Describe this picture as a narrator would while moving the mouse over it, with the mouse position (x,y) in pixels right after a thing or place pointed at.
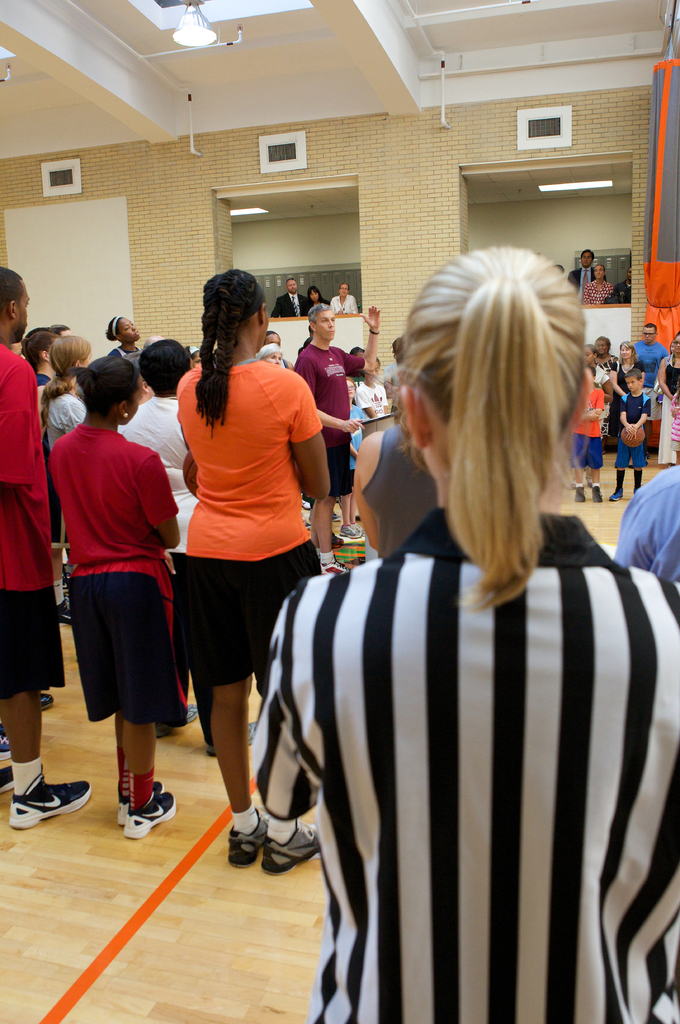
In this image I see number of people (477,282) who are standing and I see that this boy (624,456) is holding a ball (640,441) in his hands (630,433) and I see the court (75,831). In the background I see the wall (397,219) and I see the lights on the ceiling (10,23) and I see the orange and grey color thing (648,289) over here.
